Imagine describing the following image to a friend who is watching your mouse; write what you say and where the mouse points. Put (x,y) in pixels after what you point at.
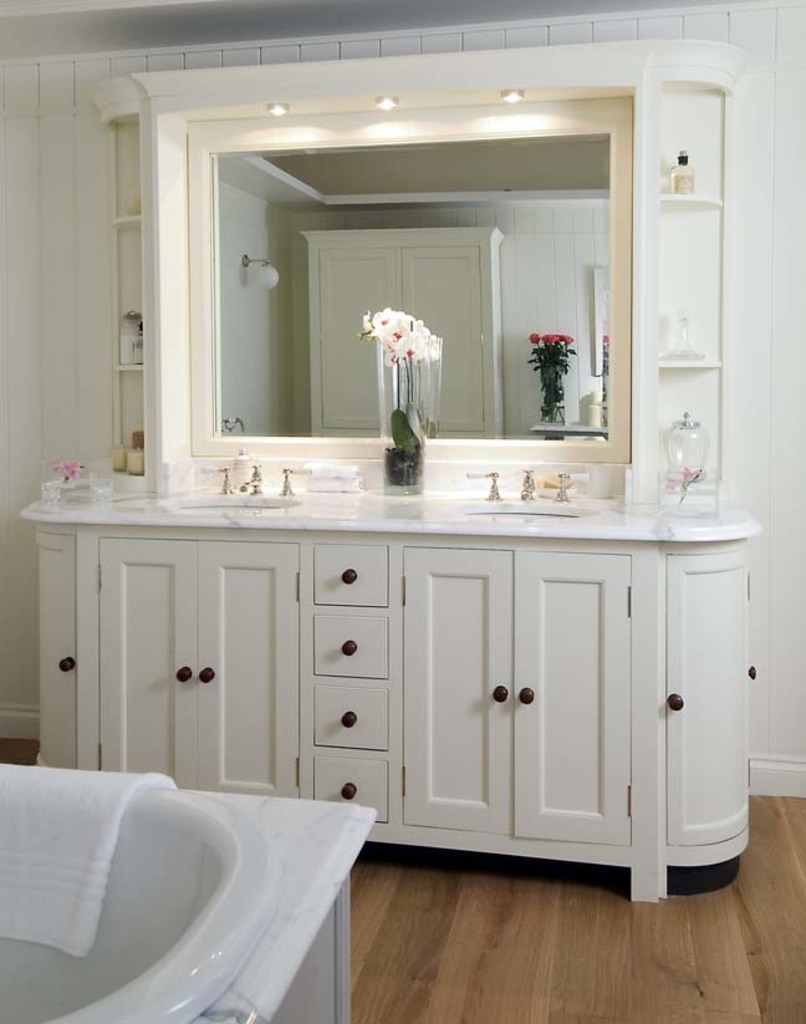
In this image, we can see some cupboards (222,586), there is a mirror (572,138), we can see a flower pot (397,450), there is a wooden floor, we can see a bathtub (203,863) on the left side (138,905) bottom, there is a towel (61,865) in the bathtub (167,842).
